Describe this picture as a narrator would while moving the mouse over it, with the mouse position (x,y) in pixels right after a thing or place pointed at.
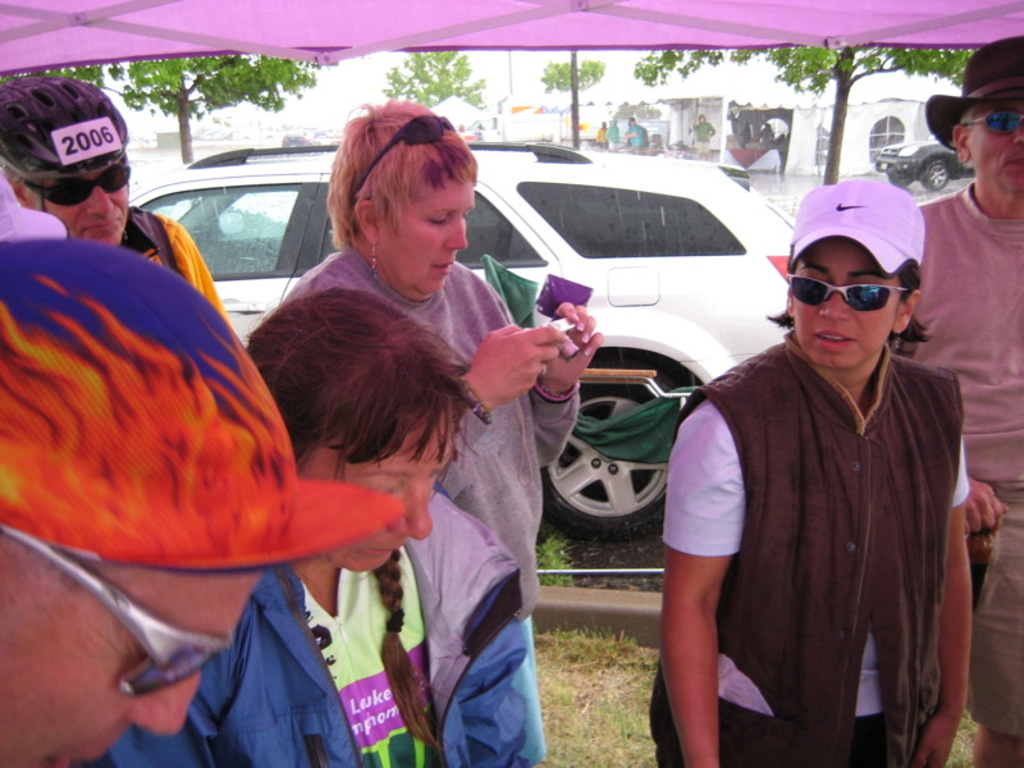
A group of people (159,401) are standing under the shelter (109,35) and behind them it is raining on the road (800,188) and a vehicle (595,256) is parked beside the ground (565,585), in the background (793,102) there are many trees (253,100) and some other buildings (767,149).
